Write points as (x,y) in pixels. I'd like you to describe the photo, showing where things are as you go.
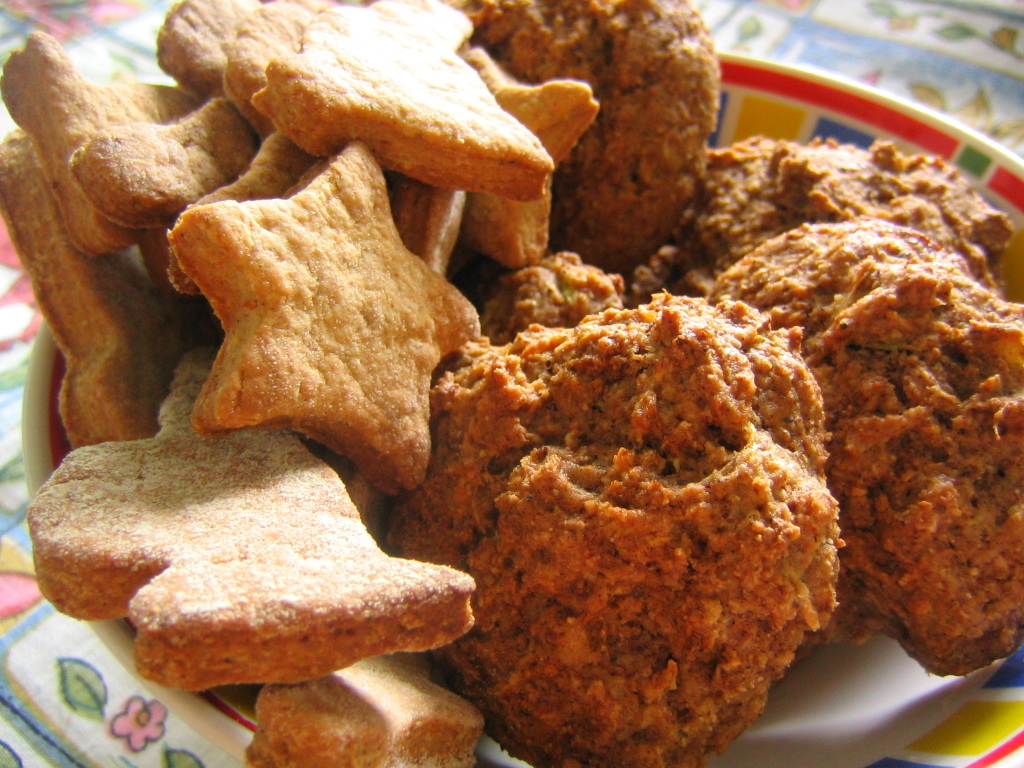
In this image there are food items (522,232) placed in a bowl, which is on the table (134,728).
